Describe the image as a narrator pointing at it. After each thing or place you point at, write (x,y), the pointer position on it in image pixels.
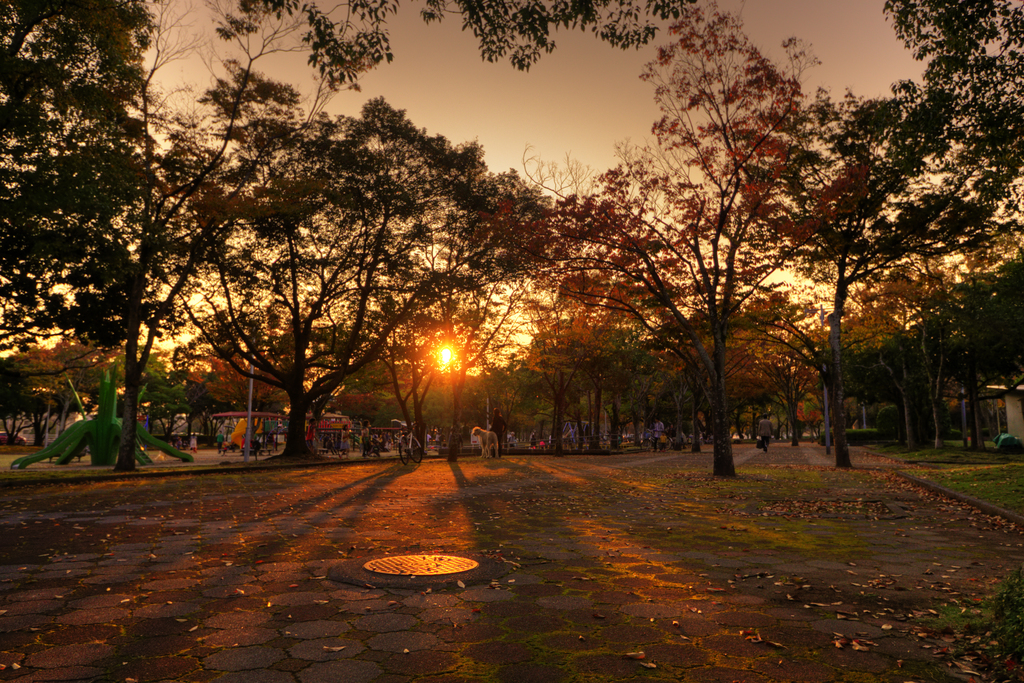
There are many trees (418,270). In the background (115,434) there are many playing things (110,412), cycle (415,443), people (391,441). Also there is a sky (504,79) with sun (452,350). On the ground (346,572) there are leaves (712,566).
